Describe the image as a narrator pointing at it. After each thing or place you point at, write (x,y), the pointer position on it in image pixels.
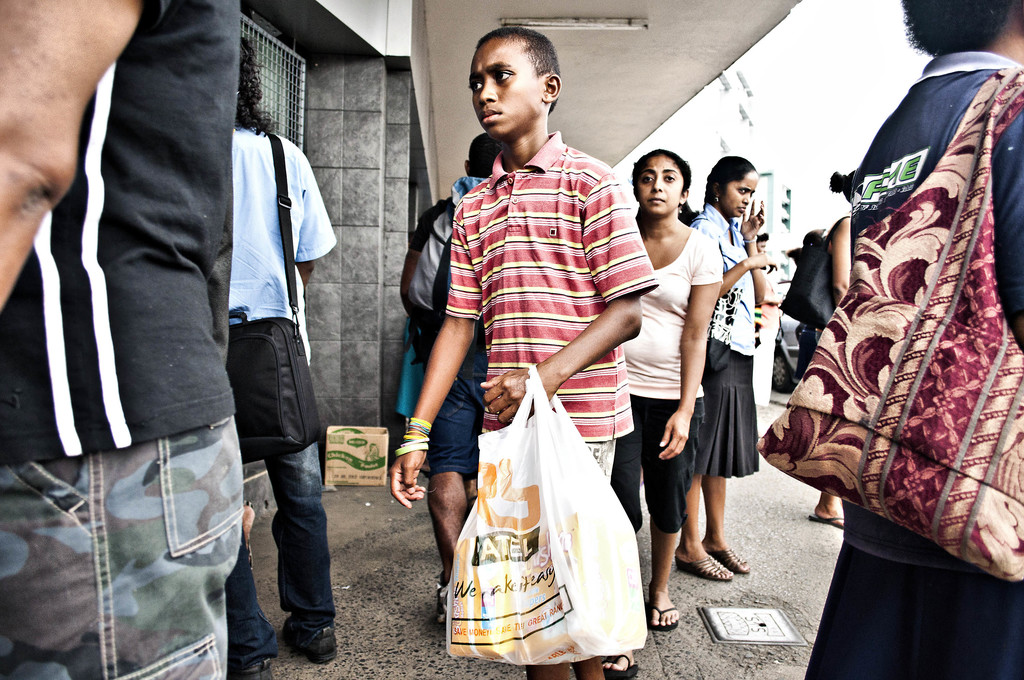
In this image I can see the group of people (533,254) with different color dresses (584,279). I can see few people (451,508) are wearing the bags (874,392) and one person (566,379) holding the plastic cover (523,503). To the left (330,459) I can see the cardboard box (340,467). There is a white background (792,102) to the right (844,74).
